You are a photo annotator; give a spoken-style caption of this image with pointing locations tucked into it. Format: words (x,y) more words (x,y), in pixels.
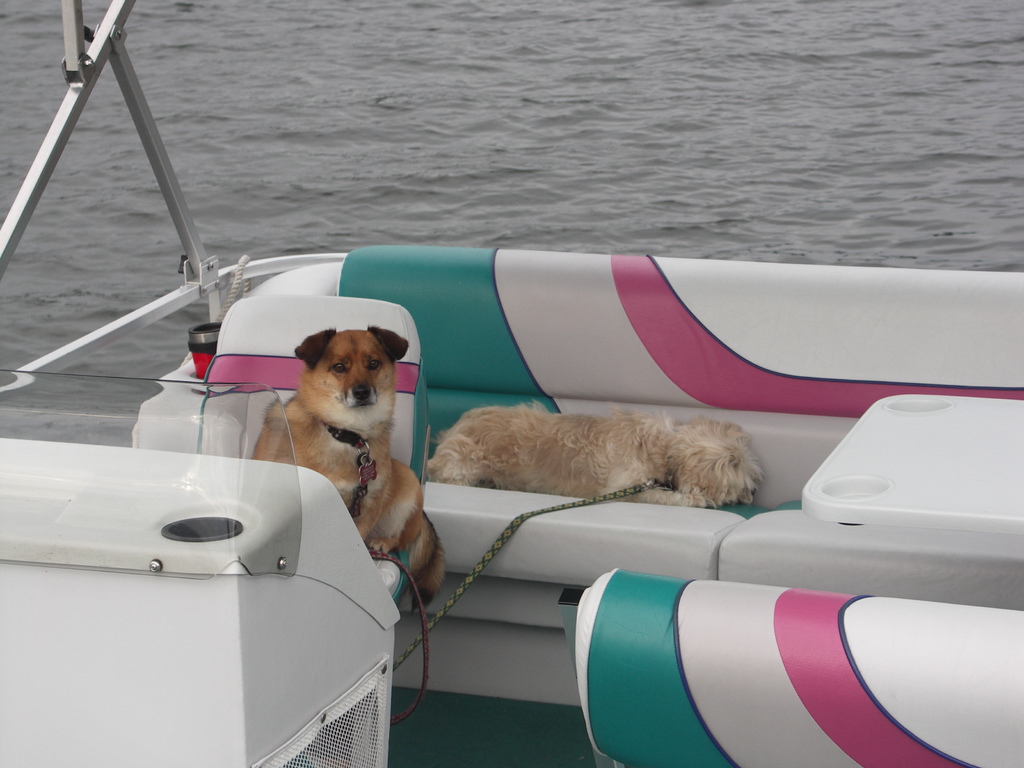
This image consists of two dogs (350,506) in the boat (754,659). They are tied with the belts (385,559). In the front (809,527), we can see the seats (797,529) along with the table (853,472). At the top (429,177), there is water (378,154). On the left (66,142), there are metal rods (65,127).
